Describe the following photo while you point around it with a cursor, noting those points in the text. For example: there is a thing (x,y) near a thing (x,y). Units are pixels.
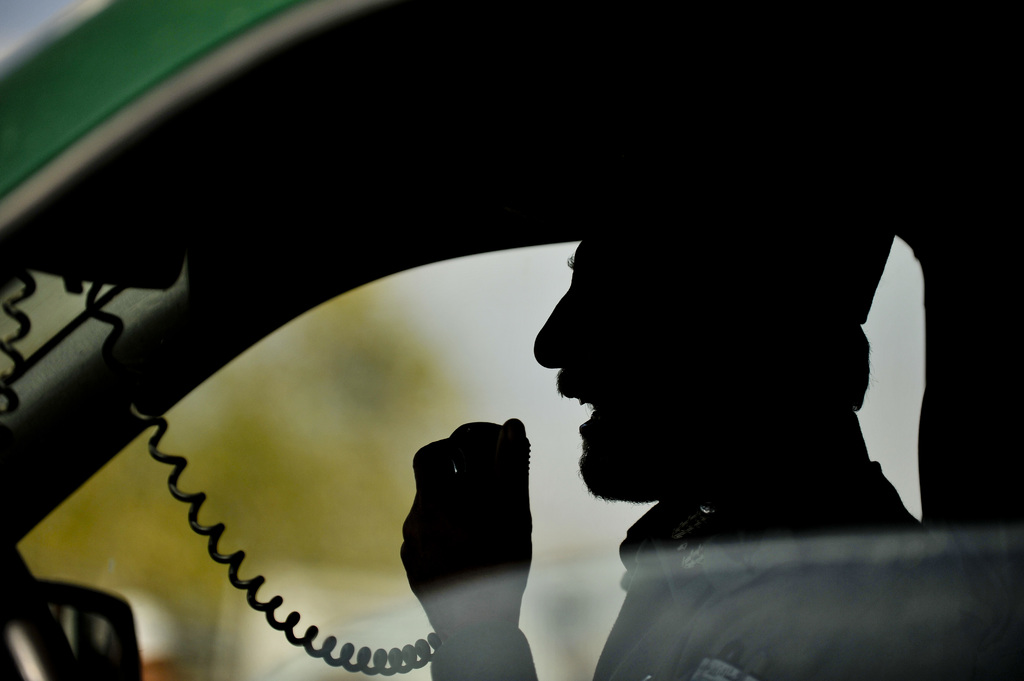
In this picture there is a person (818,376) at the right side of the image (801,349), who is sitting in a car (365,248), he is talking into a radio microphone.
